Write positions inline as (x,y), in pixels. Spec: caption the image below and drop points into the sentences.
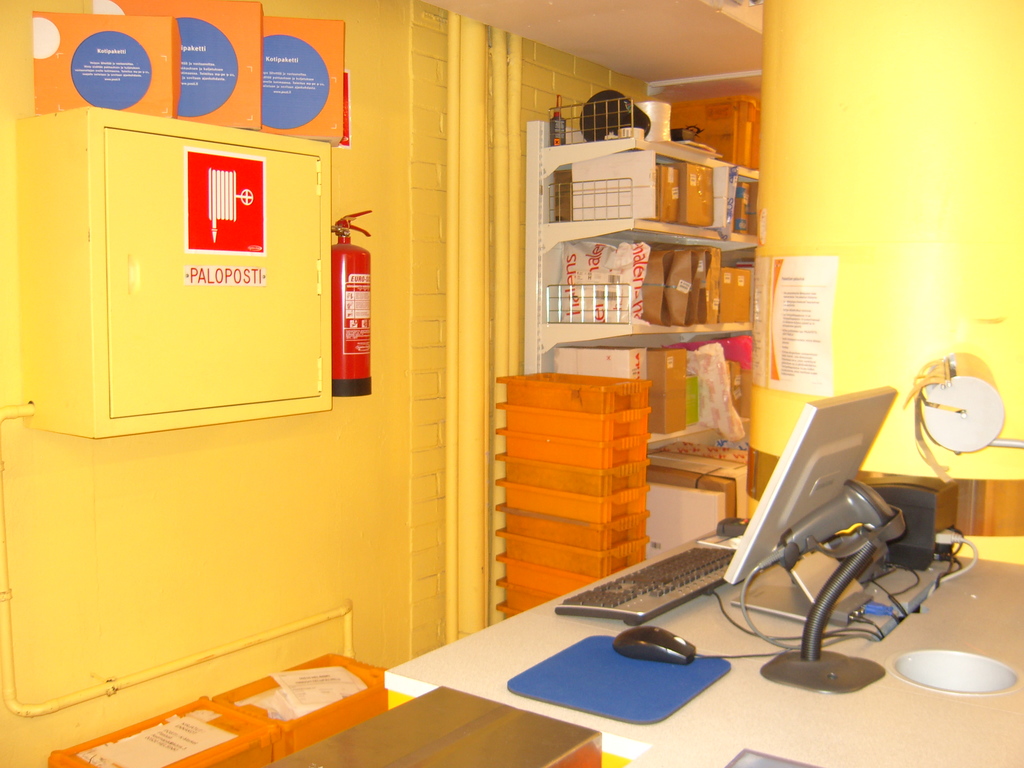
In this image, we can see a table (600,718). On top of that, we can see the keyboard (686,588), monitor (804,574), wires (888,607) and mouse pad (585,693) with mouse (663,648). At the bottom of the image (402,756), we can see box (455,723) and baskets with papers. In the background (384,486), we can see wall (344,424), racks (658,278), fire extinguisher (365,292), cupboard (280,385), pipes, baskets (562,429), poster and few objects (283,65). On the racks (578,233), there are few things (638,252) and carton boxes (620,214) are placed.
